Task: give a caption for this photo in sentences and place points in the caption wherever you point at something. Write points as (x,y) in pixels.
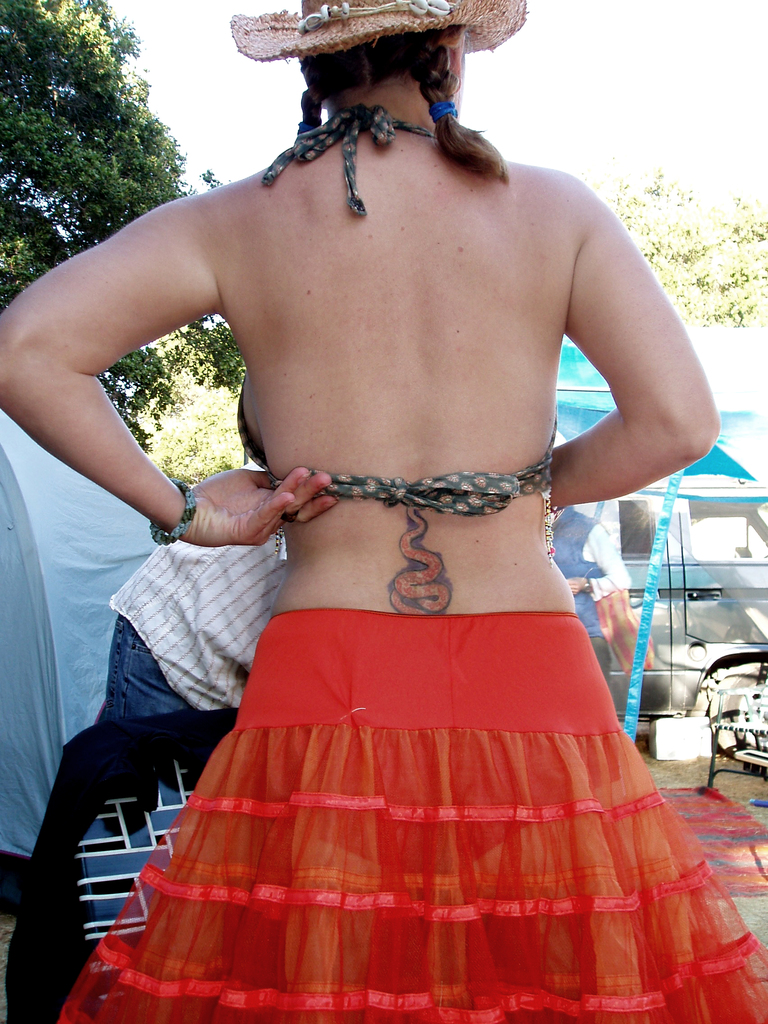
In this image we can see women (501,625), men (277,570), motor vehicles (661,641) on the ground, trees (142,128) and sky (468,124).
